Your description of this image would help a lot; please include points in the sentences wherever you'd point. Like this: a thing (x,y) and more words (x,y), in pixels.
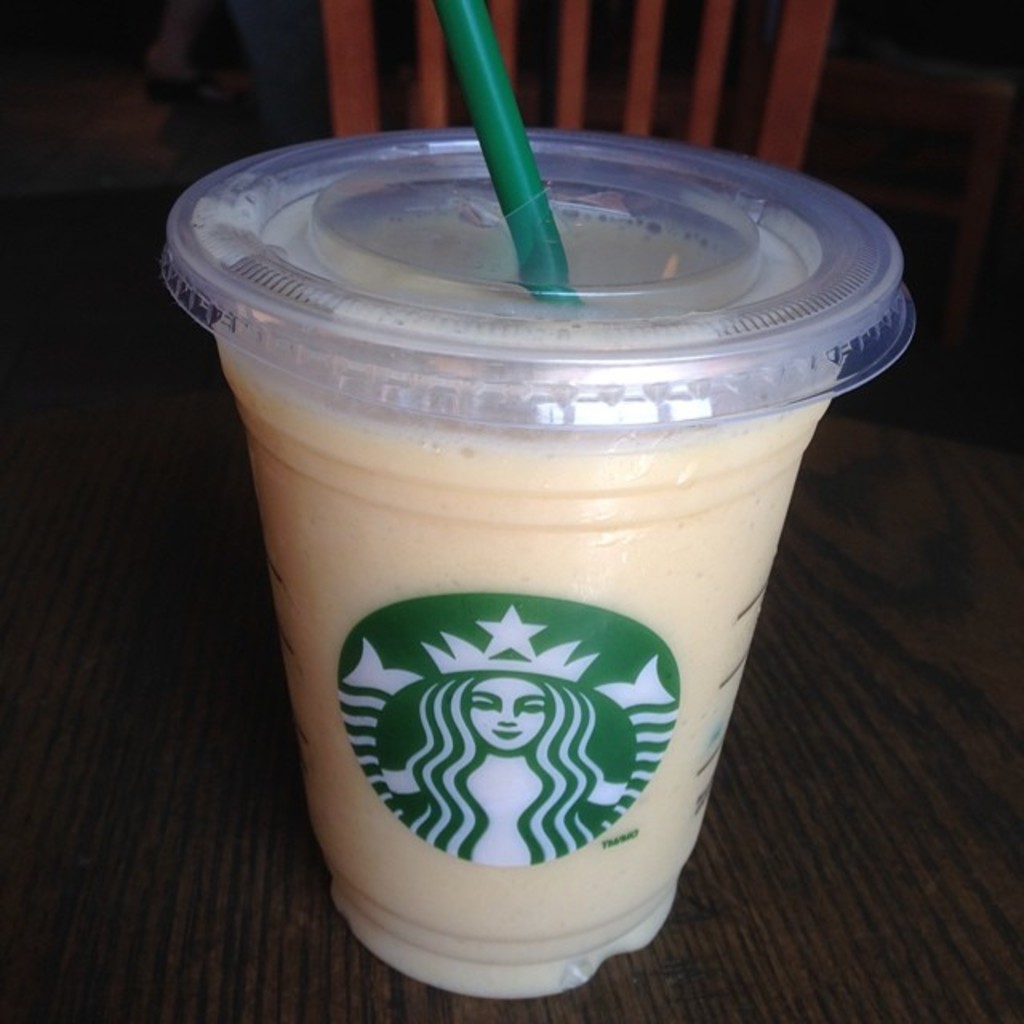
In the image there is a plastic cup (483,317) with straw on a table (239,664).
